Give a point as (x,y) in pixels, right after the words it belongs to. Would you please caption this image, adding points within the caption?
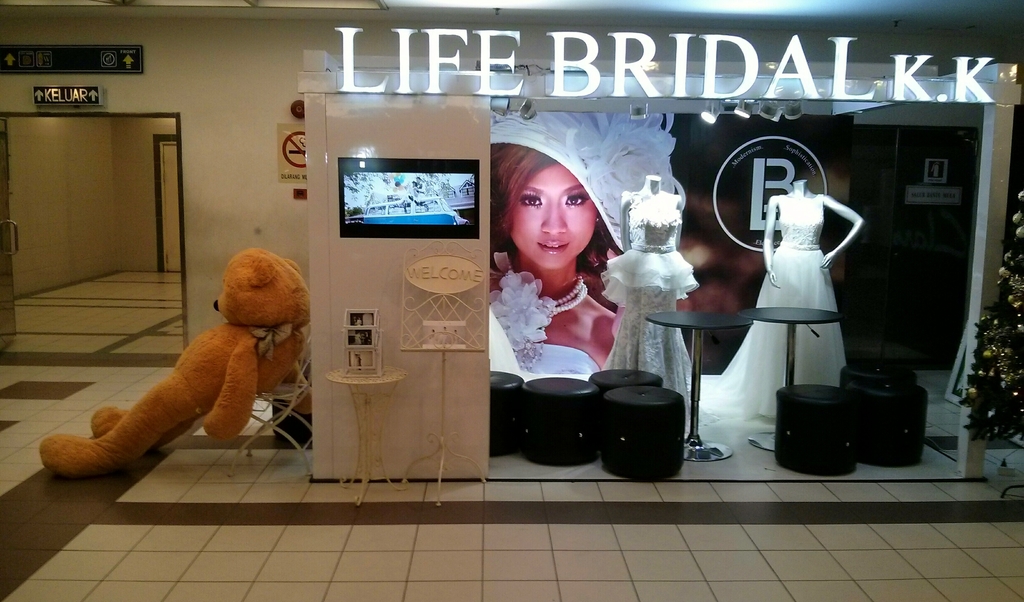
In this picture I can see a teddy bear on the chair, there are stools (785,395), tables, there are lights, boards (446,257), there is a tree (1009,280) decorated with balls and ribbons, there are mannequins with dresses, there are some other objects (364,331), and in the background (551,153) there is a poster (527,163) with a woman image (551,269) on it.
